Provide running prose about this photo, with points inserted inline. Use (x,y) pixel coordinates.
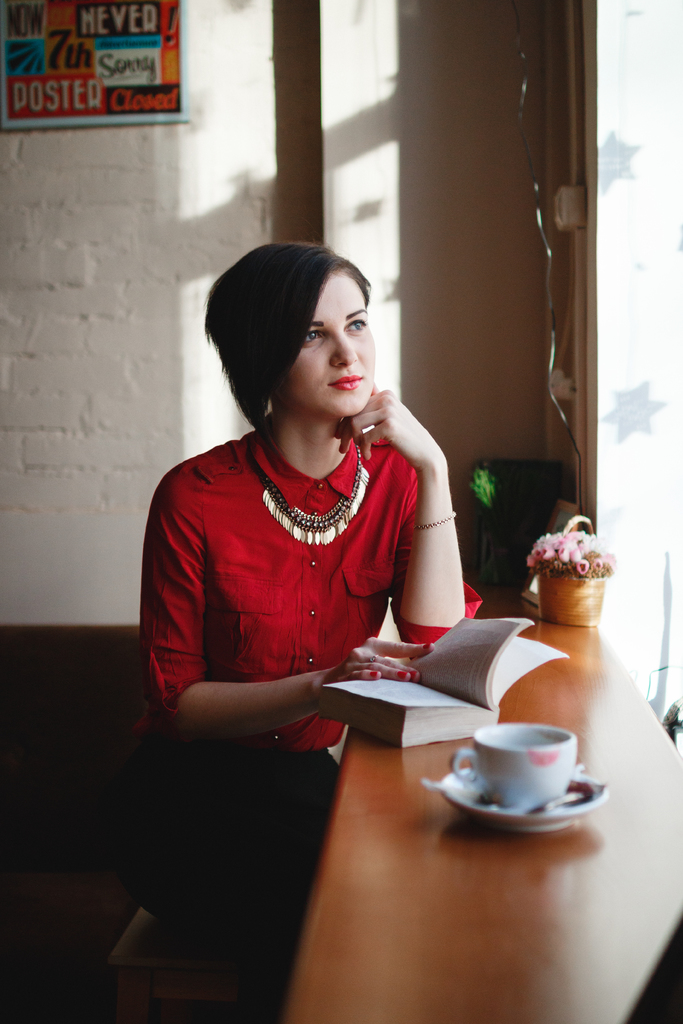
We can see a board (151,118) over a wall (241,141). Here we can see one woman (266,257) sitting in front of a table (573,703) and she is holding a book (446,656) in her hand (409,676). On the table (625,839) we can see cup (550,780), saucer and a flower vase (579,592).
